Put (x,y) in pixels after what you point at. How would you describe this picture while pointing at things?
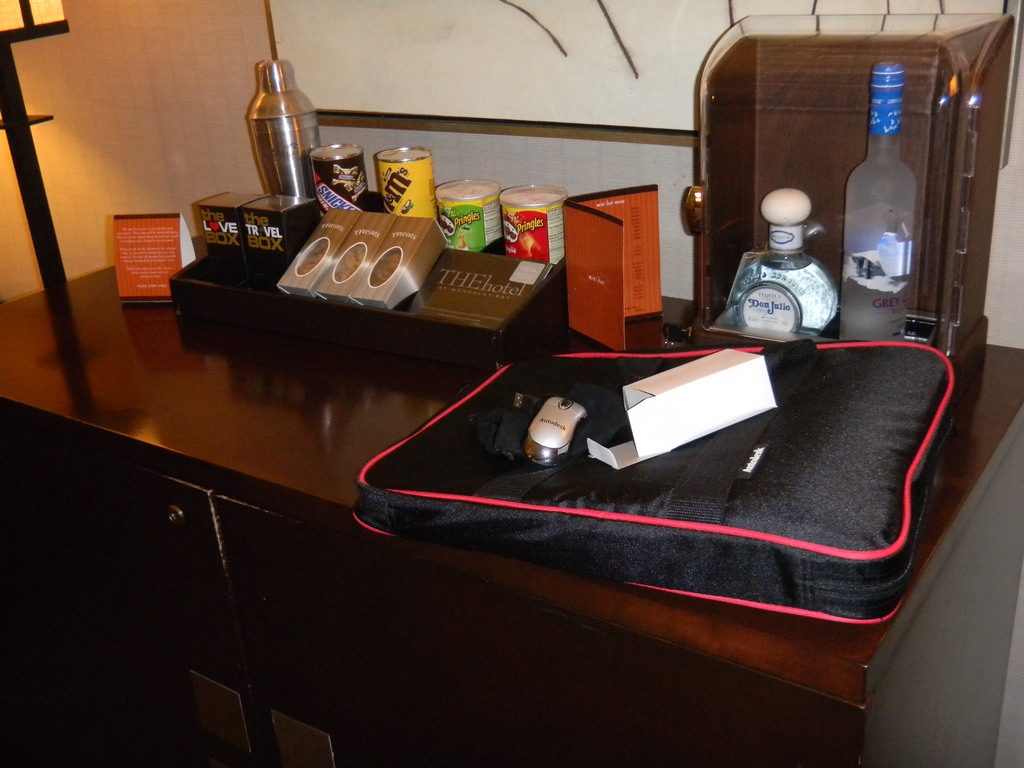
In this picture we can see a table (127,312) and on table (127,312) we have bag (559,535), mouse (572,425), box (674,440), bottle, cards (615,247), tins (560,206) and in background (237,180) we can see wall (13,267).
